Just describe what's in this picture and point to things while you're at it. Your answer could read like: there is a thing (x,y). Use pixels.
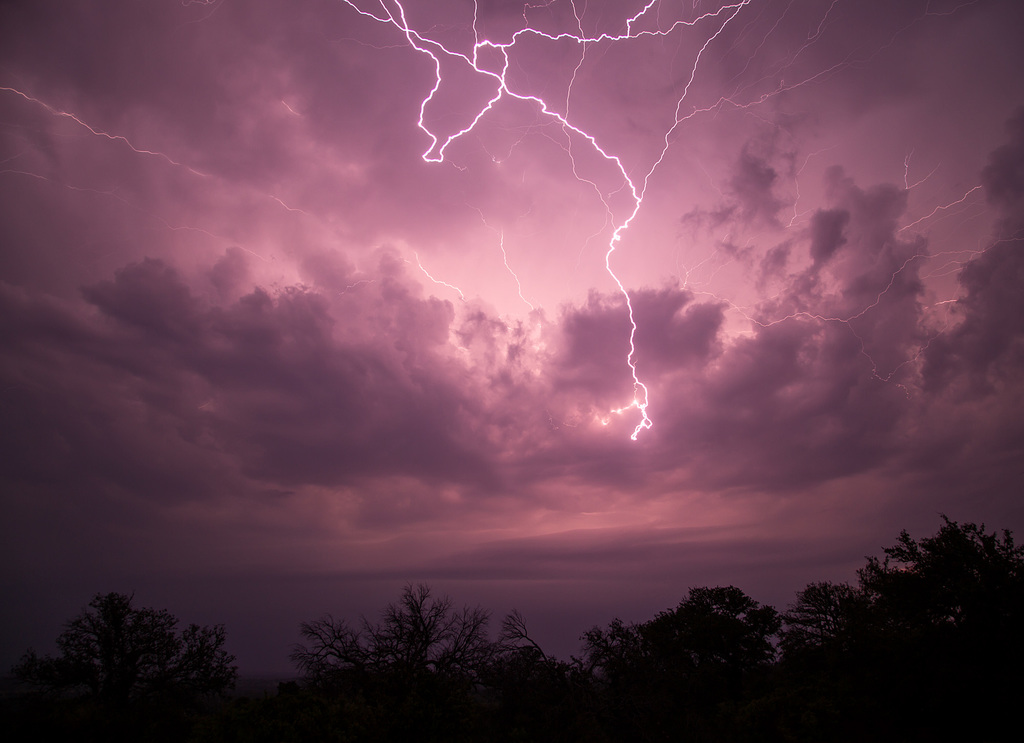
In this image there are trees (718,683), at the top of the image (21,154) there are clouds (420,390) and thunder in the sky (356,174).
